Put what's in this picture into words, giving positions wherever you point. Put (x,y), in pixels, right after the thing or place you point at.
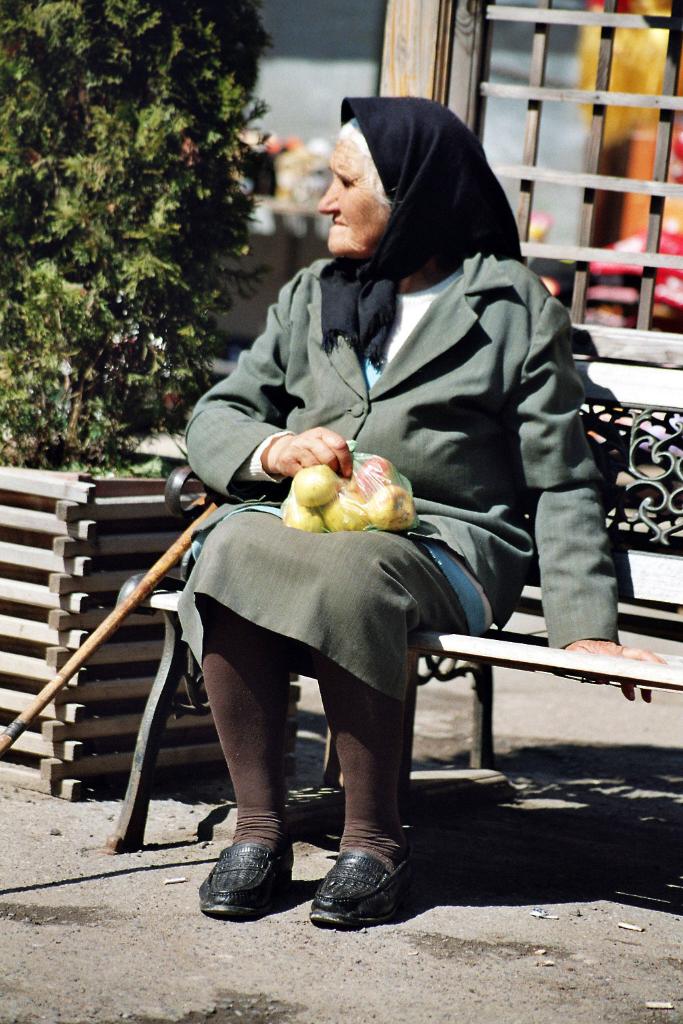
This picture is of outside. In the center (349,420) there is a woman (415,330) holding some fruits (363,499) and sitting on the bench (638,566). On the left (157,104) there is a plant (100,289) and a pot (83,591). In the background (306,100) we can see the wooden plank (485,29) and a wall (309,46).
